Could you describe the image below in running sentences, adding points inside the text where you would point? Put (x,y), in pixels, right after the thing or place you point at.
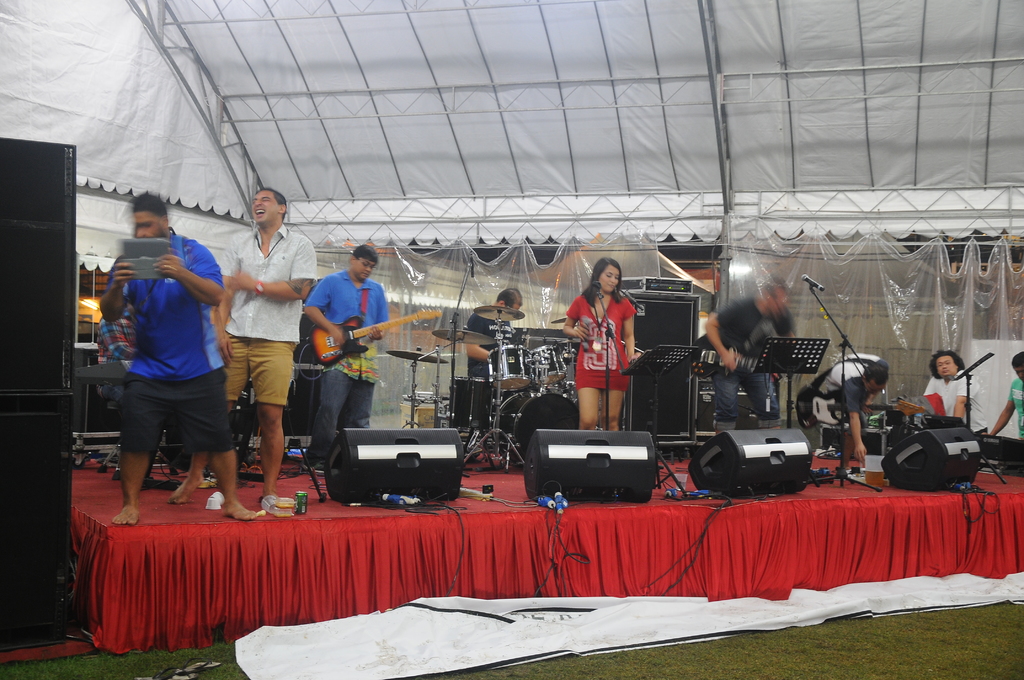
In this image I can see a stage (358,526) and on this stage (248,573) I can see few people (234,283) are standing. I can also see a man (343,313) is holding a guitar (321,341) and in the background (528,412) I can see few mics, speakers (659,410), lights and a drum set (487,385).
